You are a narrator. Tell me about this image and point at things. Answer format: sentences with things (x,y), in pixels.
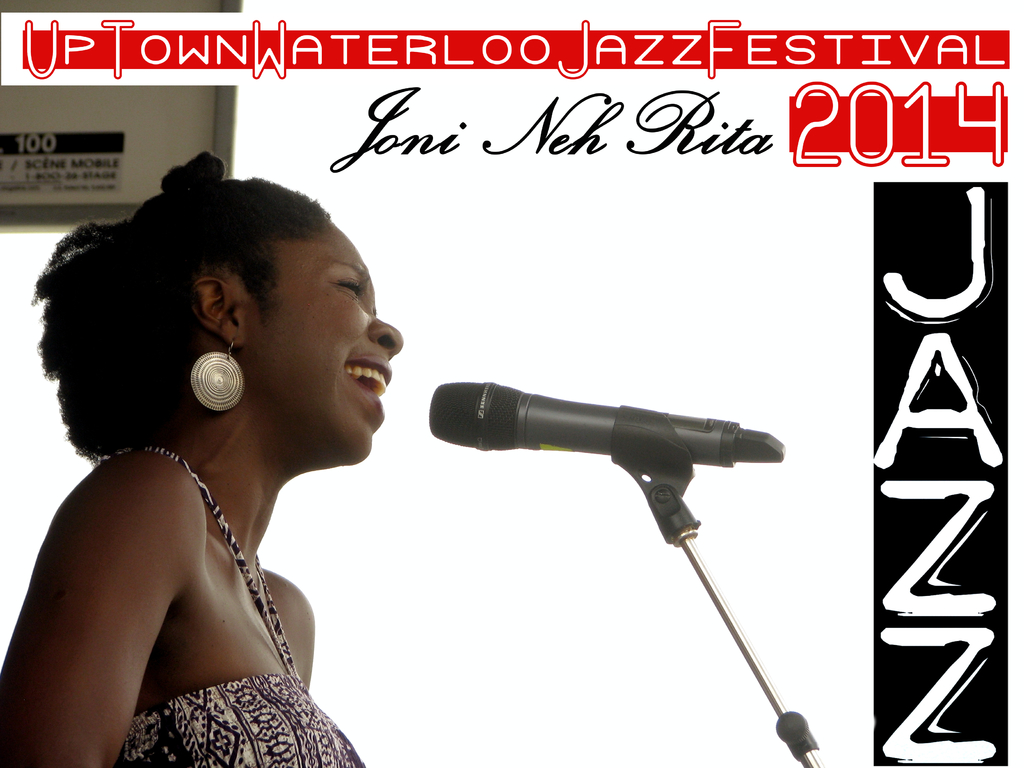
In this picture there is a woman (245,522) standing and singing and there's a microphone (447,416) on the stand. At the top (563,123) and on the right side of the image (876,203) there is a text (911,419). In the top left (89,173) there is a board (120,147) and there is a text (87,140) on the board (74,130).
